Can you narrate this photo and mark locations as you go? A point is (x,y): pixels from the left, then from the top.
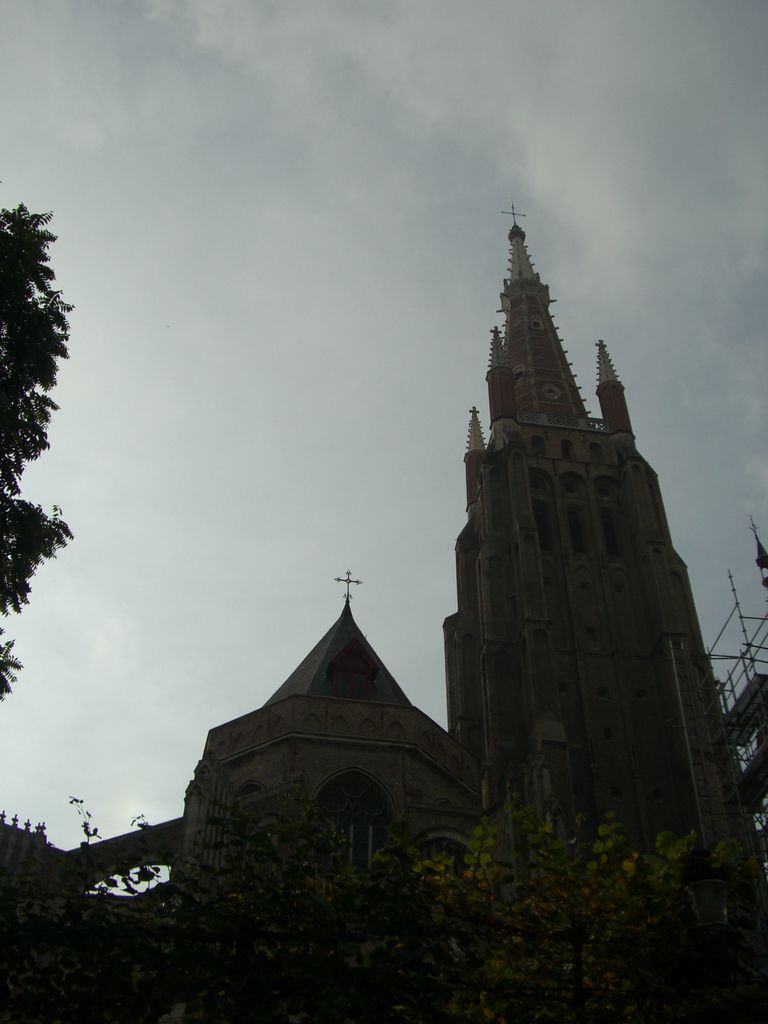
In the picture there are two churches (467,693) and around the churches (498,748) there are few trees (397,865).
